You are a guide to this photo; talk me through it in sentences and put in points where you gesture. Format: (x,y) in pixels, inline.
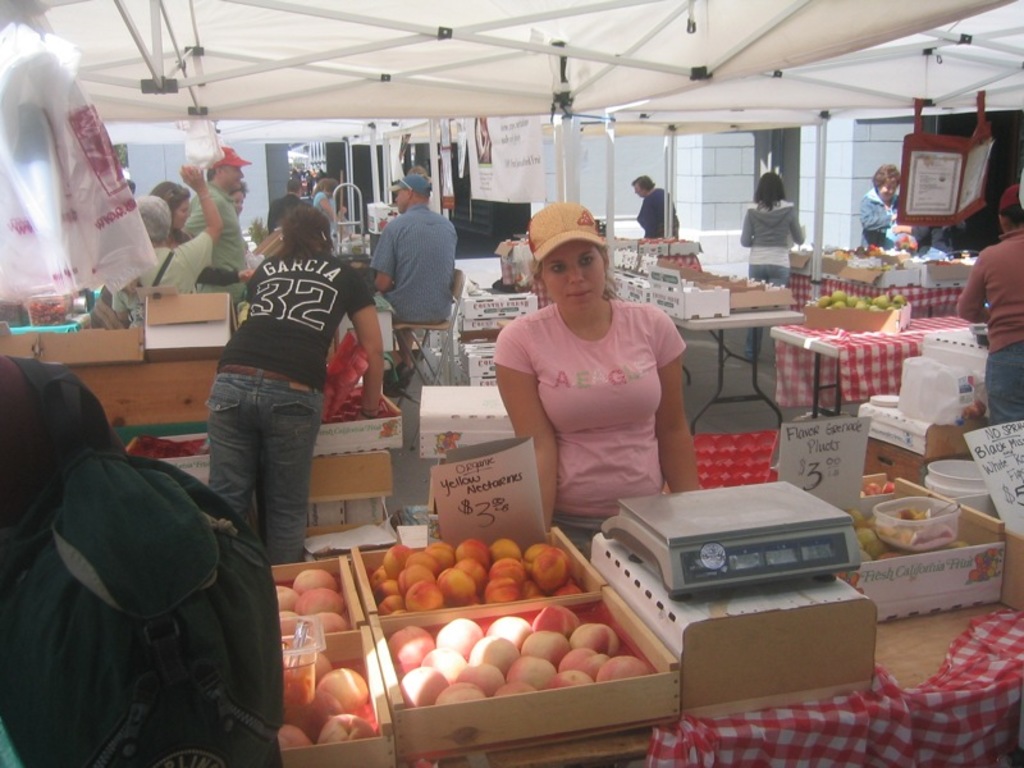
In this picture I can see group of people (455,254) standing, there are boards (978,130), banners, there are fruits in the wooden trays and there are some items (808,680) on the tables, there are tents (815,246) and some other objects (983,628).
